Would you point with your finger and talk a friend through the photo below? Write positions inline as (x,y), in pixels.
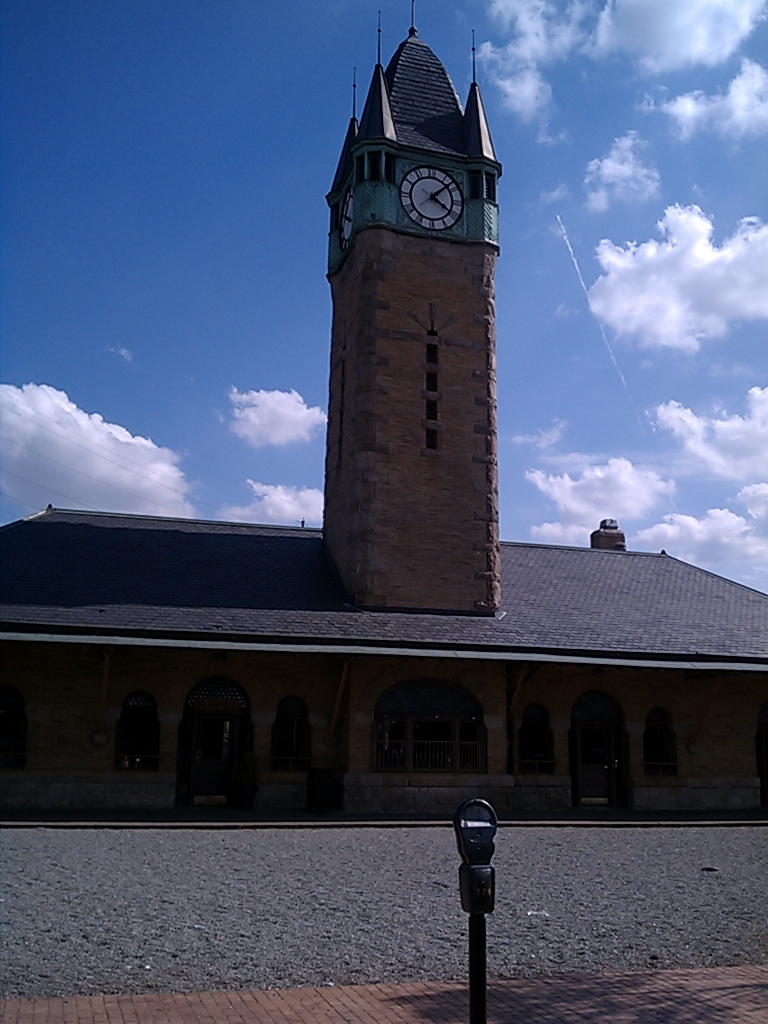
In this image there is a clock tower (425,480), clocks (449,199), parking meter (468,845), road (438,882) and cloudy sky (534,227).
